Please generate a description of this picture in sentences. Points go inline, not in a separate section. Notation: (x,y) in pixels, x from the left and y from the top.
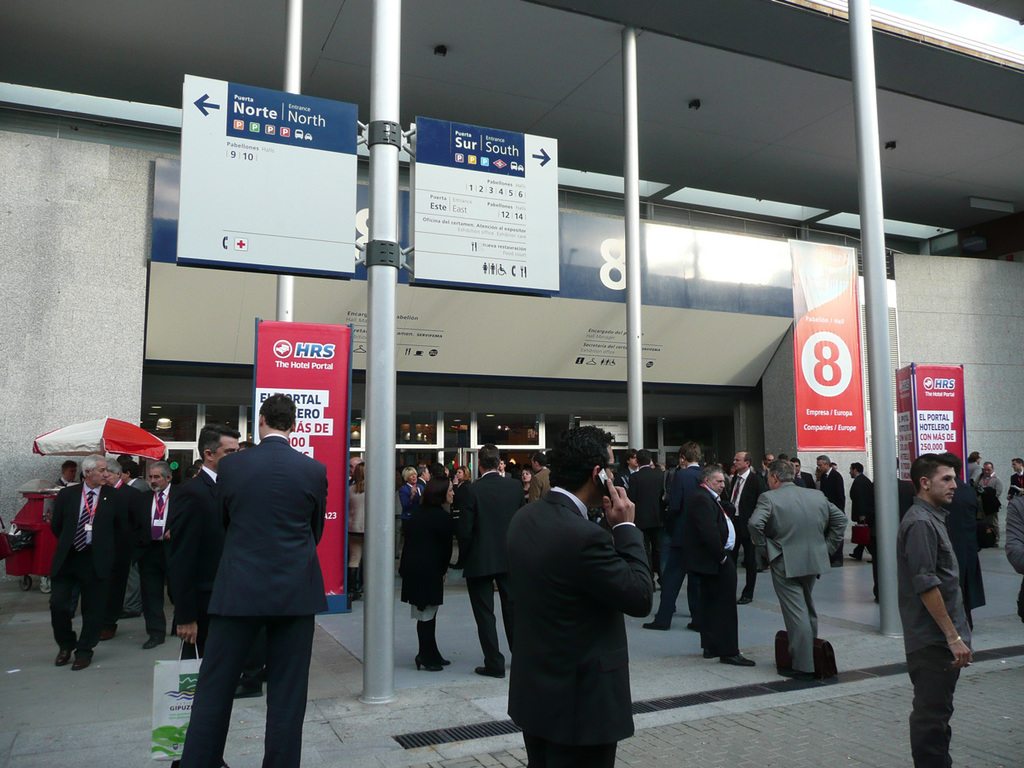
In this picture, we see many people (633,477) are standing. In the middle (371,364), there are poles (388,339). The man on the left side (173,565) is holding a white and green color plastic bag (168,681). Behind him, we see a board (289,369) in red color with some text (312,355) written on it. At the top (455,206), we see two boards (443,233) in white and blue color with some text (481,227) written on it. On the right side (913,322), we see a white wall (965,333). Beside that, we see the boards (941,444) in red color with some text (929,377) written on it. On the left side (127,435), we see a tent (123,443) in white and red color and people (96,594) are standing under the tent (89,435). In the background (93,298), we see a building (712,86).
